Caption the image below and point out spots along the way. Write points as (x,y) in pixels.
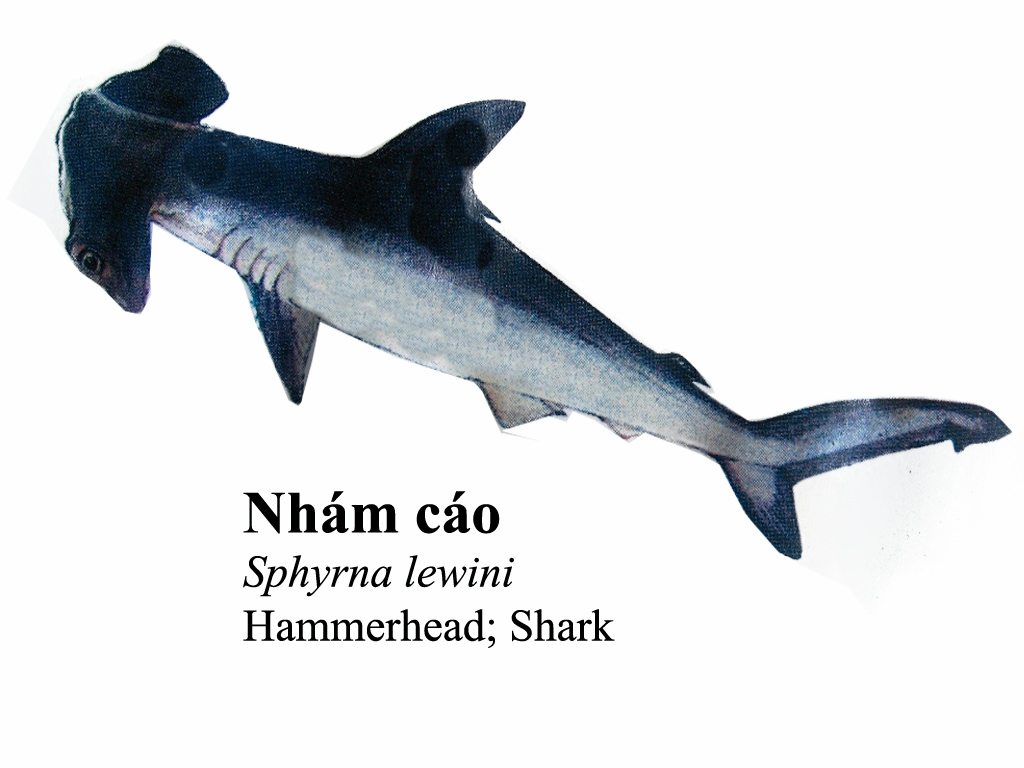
In the middle of the image (391,302) there is an image of a shark (299,244) and there is a text (275,514).
